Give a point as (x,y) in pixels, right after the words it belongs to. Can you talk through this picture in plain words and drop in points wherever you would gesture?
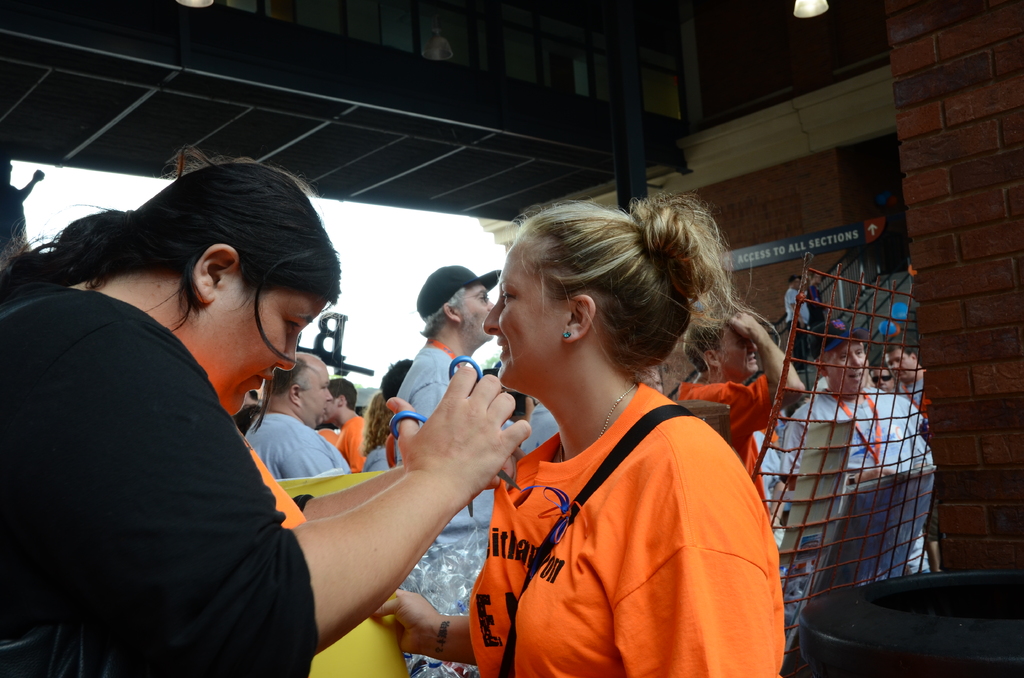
In the image we can see there are many people (322,374) around and they are wearing clothes (188,397). This is an ear stud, scissor (410,410), fence (837,429), pole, light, board (854,229), brick wall (812,224), cap (451,276) and a white sky (391,241).
